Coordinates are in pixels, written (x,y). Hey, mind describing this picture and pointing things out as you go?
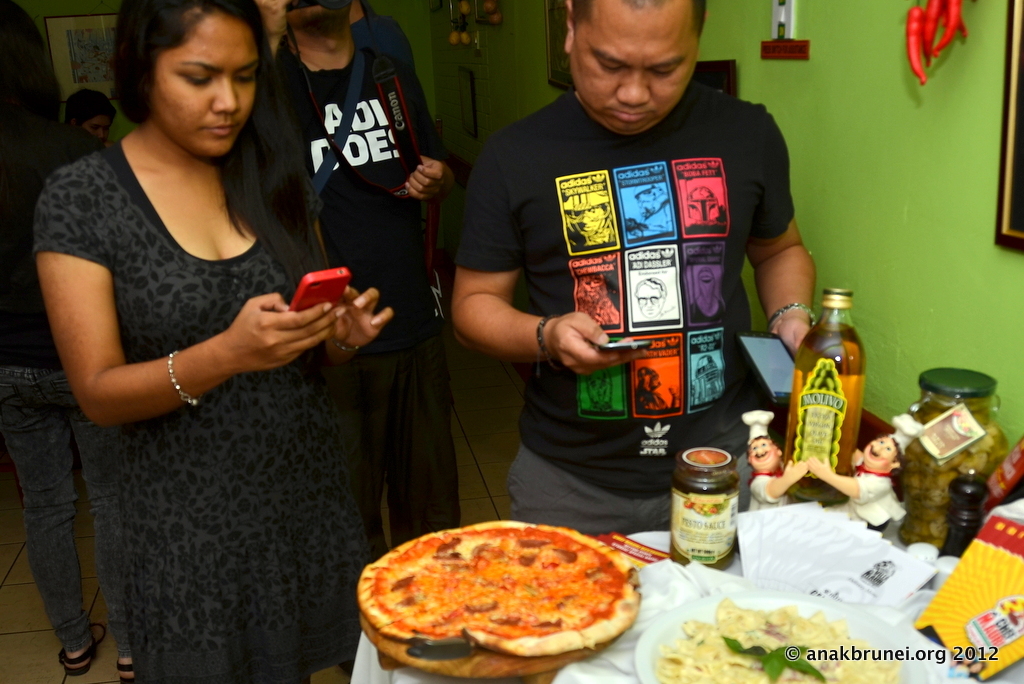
In this image there are people (558,317) standing and holding mobiles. At the bottom (465,601) there is a table (794,580) and we can see bottles (837,464), jar (692,558), napkins (755,571), plate (706,609), pizza (524,616), tray (488,657), dolls (868,508) and some food (761,617) placed on the table (821,569). In the background (915,140) there is a wall (877,188) and we can see decors (953,38) and frames (554,4) placed on the wall (826,95).
